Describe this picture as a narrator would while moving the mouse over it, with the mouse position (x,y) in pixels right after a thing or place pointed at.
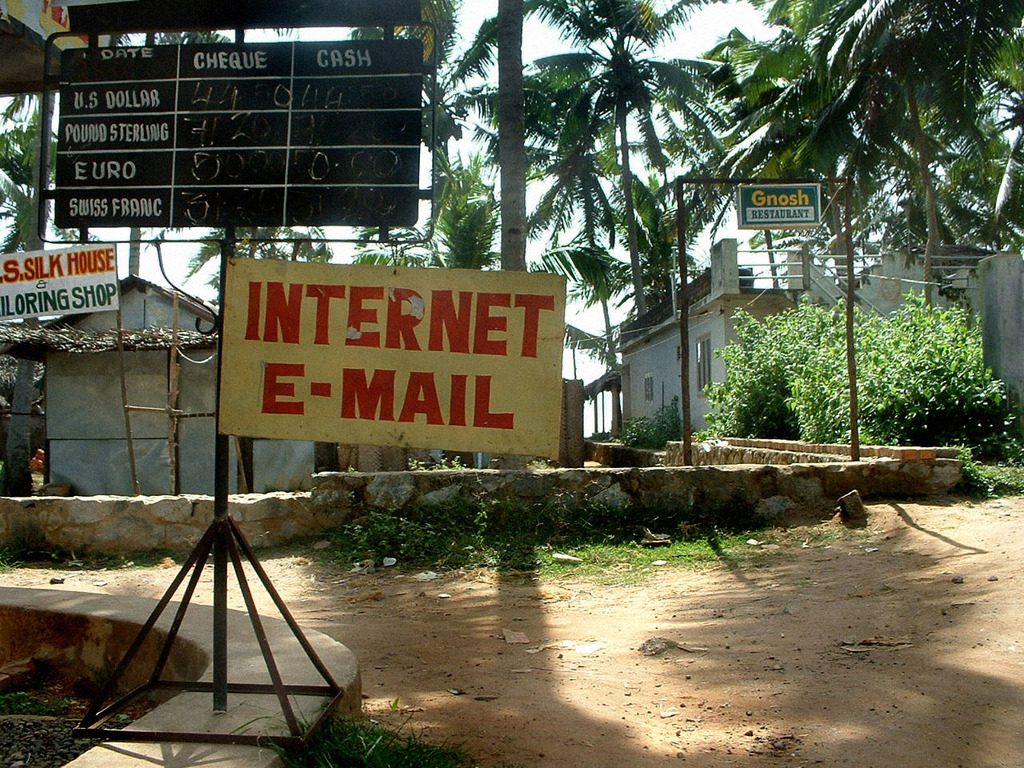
In the picture we can see a part of the muddy surface (950,631), beside it, we can see some boards (197,153) and beside it, we can see some trees (548,140), plants (972,323), houses (114,480) and the part of the sky (857,135).
